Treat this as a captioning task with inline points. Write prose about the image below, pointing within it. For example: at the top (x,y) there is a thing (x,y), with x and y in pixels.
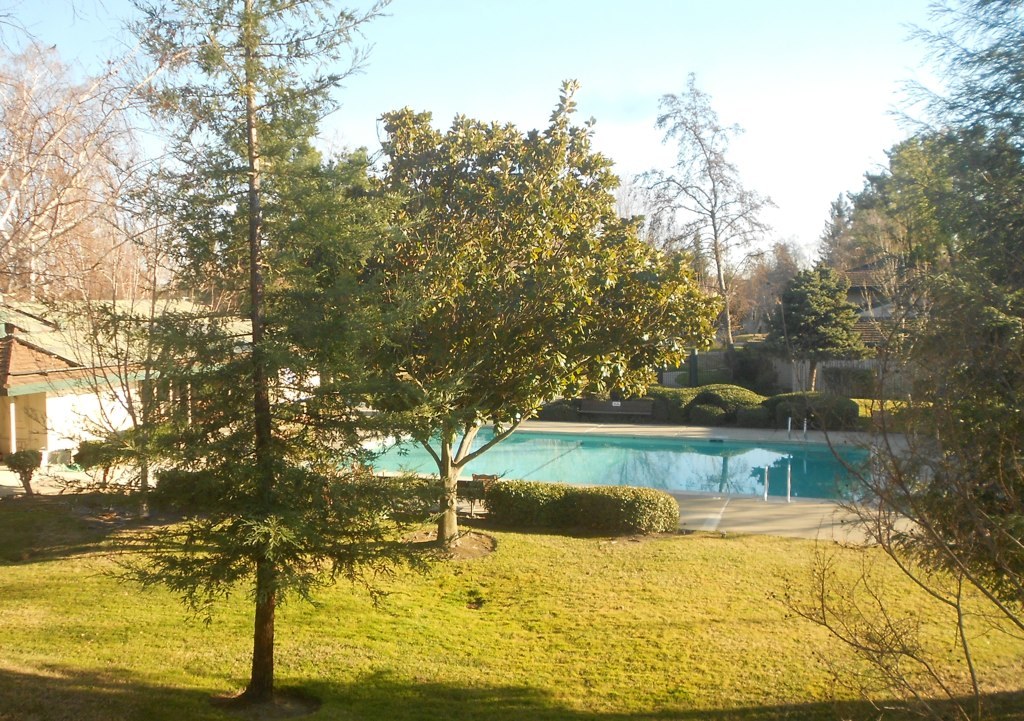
At the bottom of this image (395,594), there are trees (464,358), plants (17,470) and grass (564,582) on the ground (450,665). In the background (508,459), there is a swimming pool (508,459), there are trees (593,197), buildings (5,365), plants (703,418) and there are clouds (887,79) in the sky (372,45).
